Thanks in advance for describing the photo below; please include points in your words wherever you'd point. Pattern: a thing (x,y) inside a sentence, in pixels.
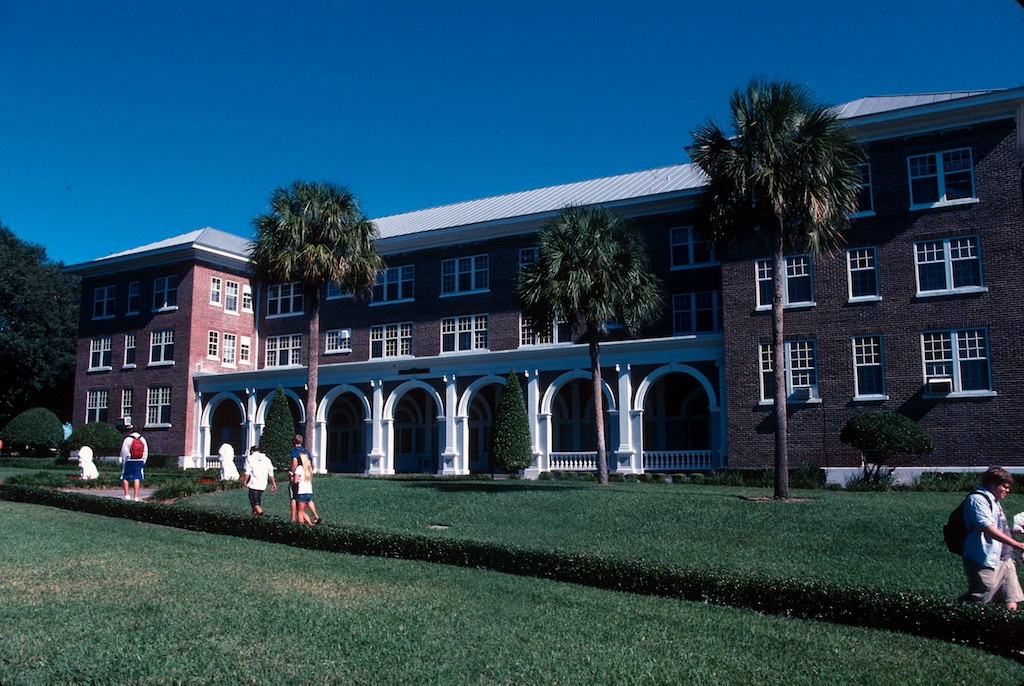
In this image, we can see a building (661,395), walls (140,322), windows (284,362), pillars (533,459), trees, plants (504,564), people (1015,530), walkway (153,497) and grass (372,627). Here we can see railings (672,451). Top of the image (618,57), we can see the sky (362,116).
